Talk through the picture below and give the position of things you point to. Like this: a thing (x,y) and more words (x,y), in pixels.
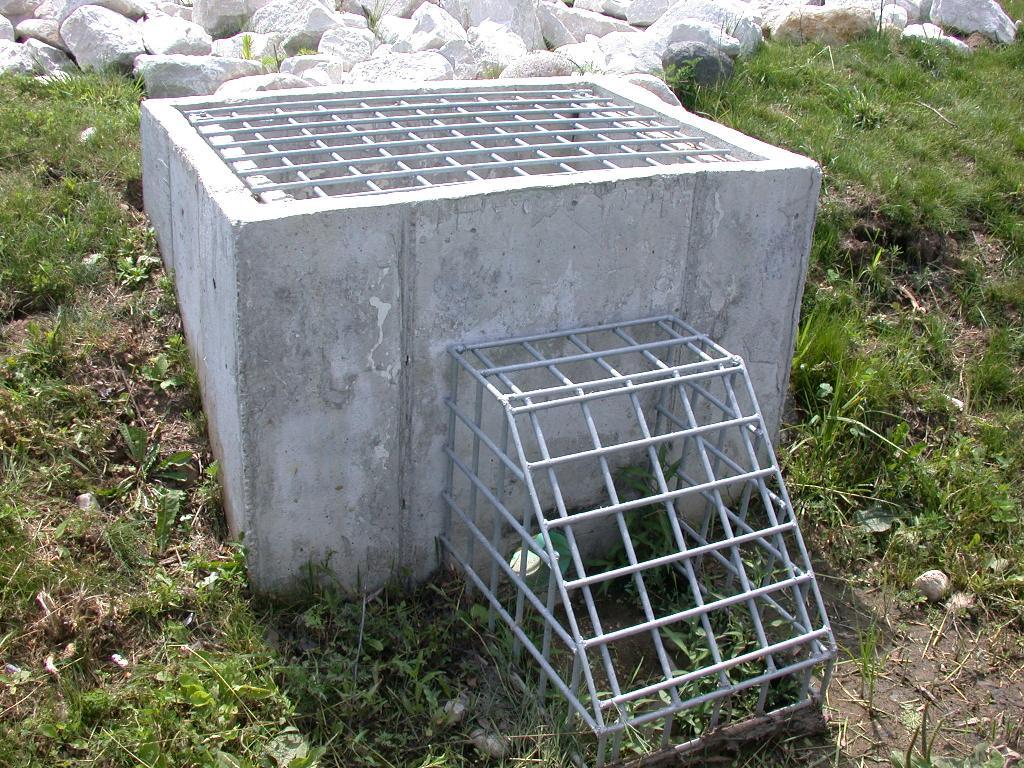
In the foreground of this image (730,414), there is a well like structure (444,263) having rods (519,142) on it. Around it, there are grass (67,127) and rocks (450,15).
